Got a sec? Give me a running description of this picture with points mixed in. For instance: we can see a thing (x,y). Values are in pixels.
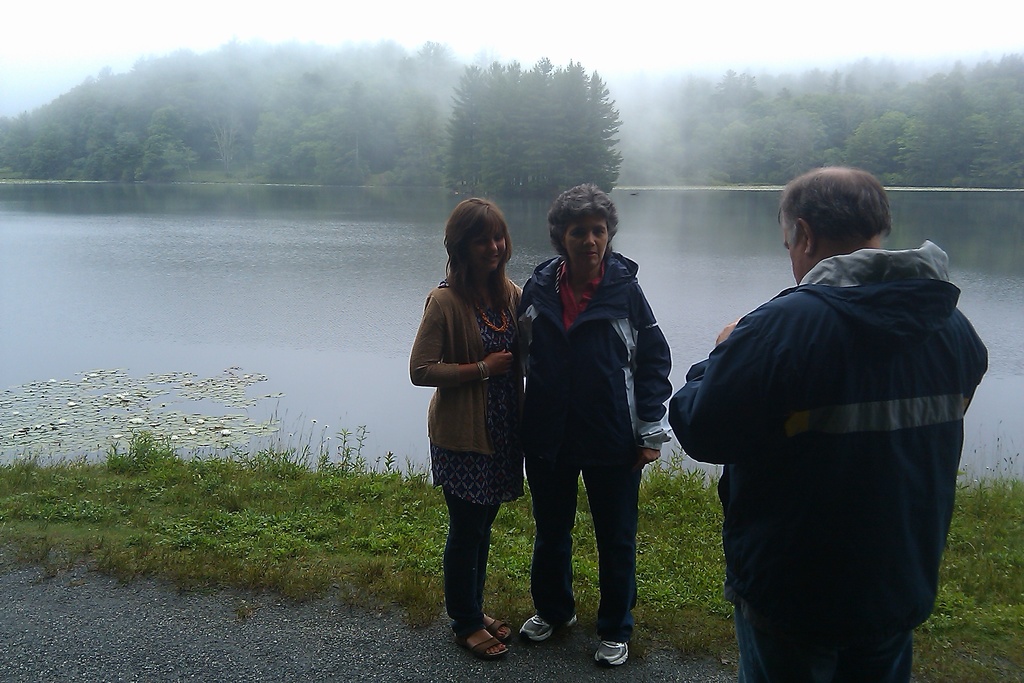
In this image I can see two women (599,342) and a man (818,310) are standing on the ground (645,504). In the background (373,400) I can see the grass (288,478), the water (350,333), trees (469,147) and the sky (410,29).
